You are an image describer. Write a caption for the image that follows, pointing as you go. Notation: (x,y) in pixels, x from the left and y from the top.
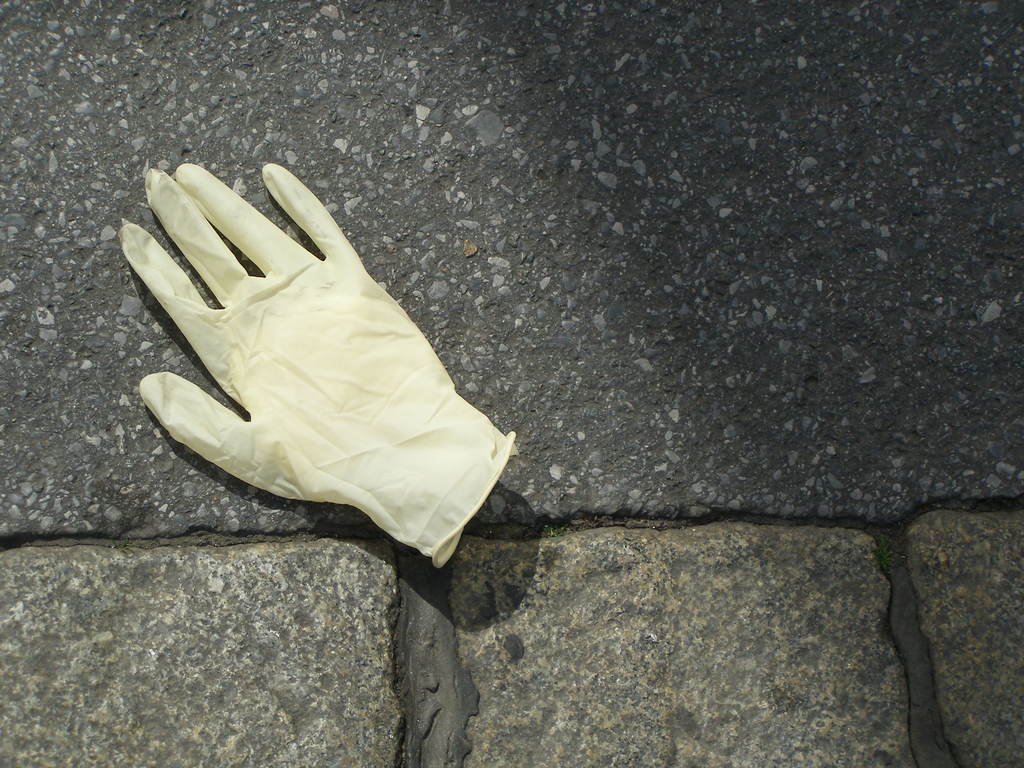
On this surface (838,264) we can see glove (370,427).
